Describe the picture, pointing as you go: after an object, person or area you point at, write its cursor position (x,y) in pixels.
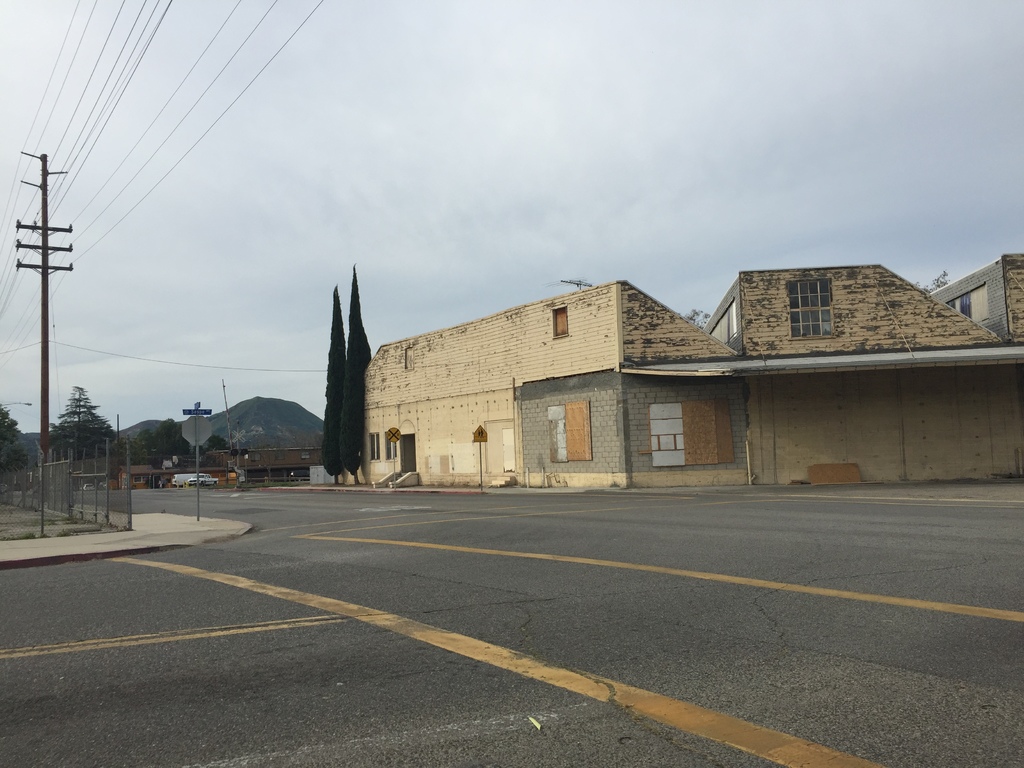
In this image we can see few houses (771,410). There are many trees (344,405) and plants (357,407) in the image. There is a fencing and few sign boards (189,435) in the image. There is a road (81,666) and electrical pole (45,217) and few cables (76,175) connected to it in the image.
